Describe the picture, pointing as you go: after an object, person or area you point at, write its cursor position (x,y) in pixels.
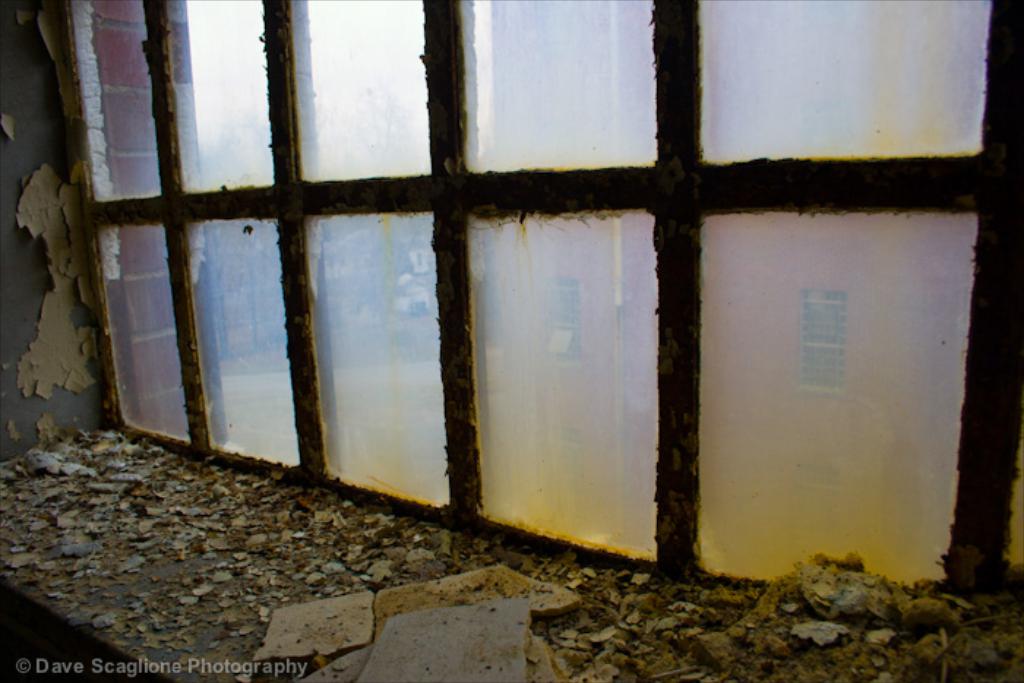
In this picture, it looks like inner view of a old building (503,446) and I can see glass window (391,301), from the glass (568,315) I can see building (629,230) and trees (257,243) and I can see text (109,672) at the bottom left corner of the picture (149,672) and I can see dust (352,560).
